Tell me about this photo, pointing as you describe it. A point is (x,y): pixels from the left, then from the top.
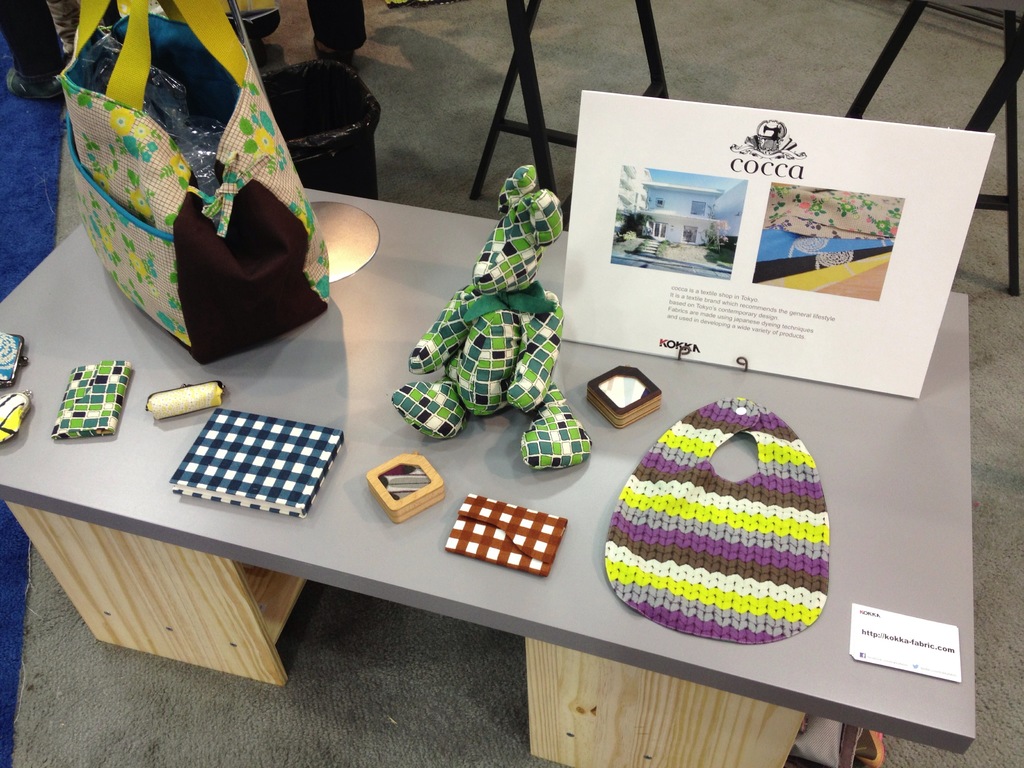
Here there is a wooden table (919,489). On the wooden table (648,690) there are some frames (669,246), bags (256,244), toys (447,333), wallet (505,553), book (252,451) and other objects (764,487). Behind the table (31,383) there is a black color dustbin (364,119).
